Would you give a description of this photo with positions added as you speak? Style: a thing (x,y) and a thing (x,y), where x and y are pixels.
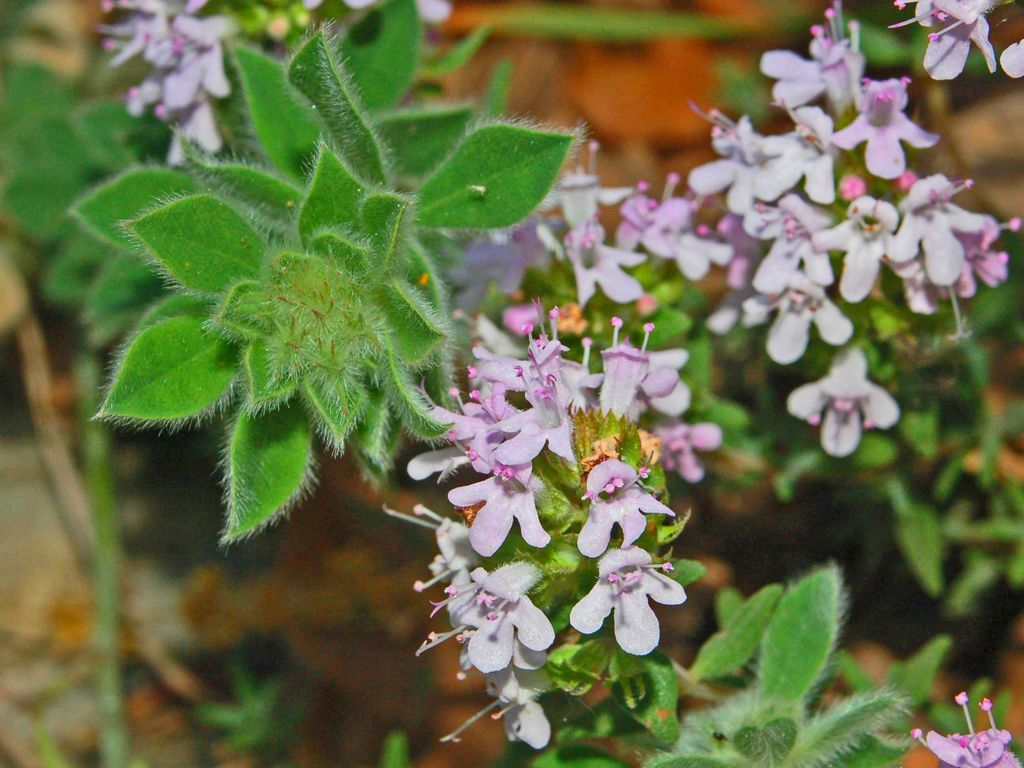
In this picture, we can see some plants (774,636), flowers (783,229) and the background (637,68) is blurred.
